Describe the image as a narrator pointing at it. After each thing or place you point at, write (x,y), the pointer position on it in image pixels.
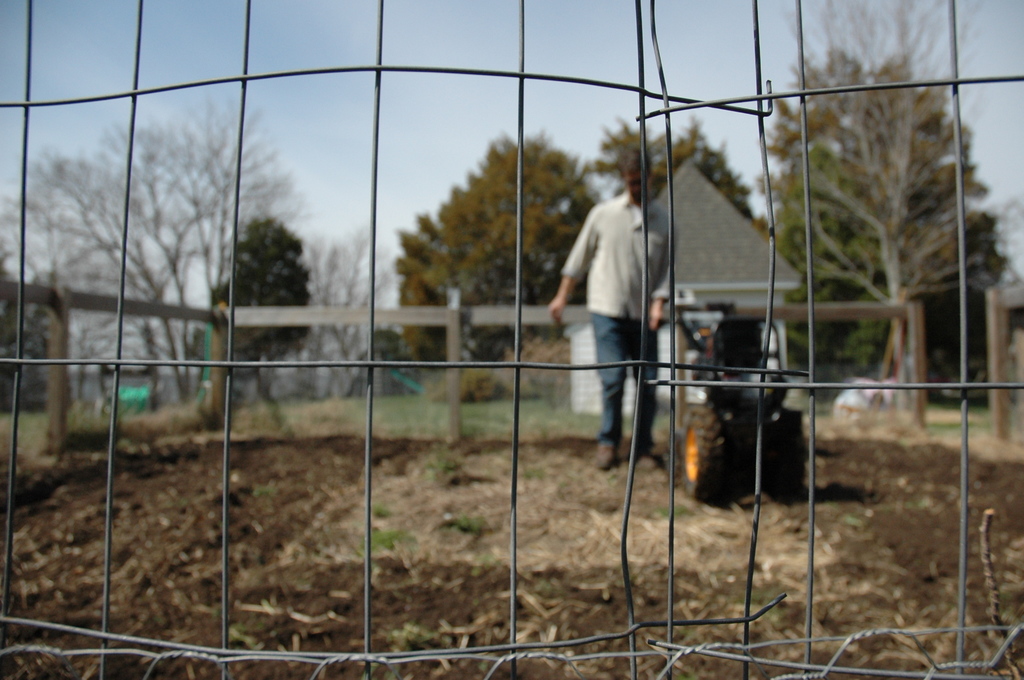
In this image we can see a man (643,427) standing and holding a tiller (721,399). In the foreground (386,676) there is a mesh (311,676). In the background (686,280) there is a shed (688,294), trees (925,204), fence (436,308) and sky (399,195).
